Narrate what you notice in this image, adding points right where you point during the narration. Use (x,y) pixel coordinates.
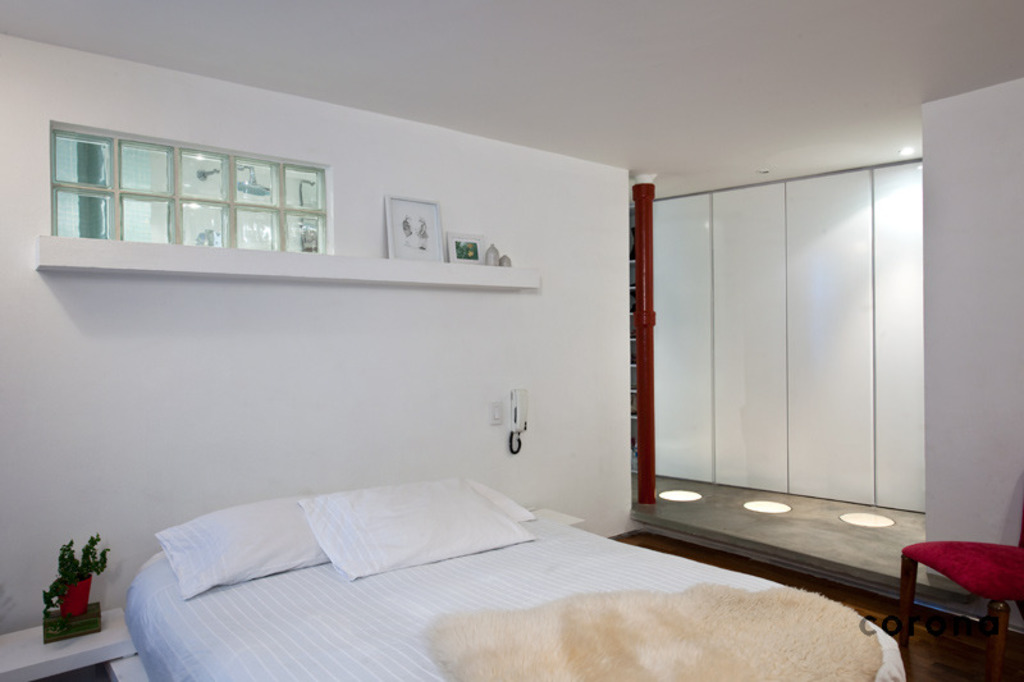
We can see pillows (447,551) and cloth (533,622) on the bed (237,608), beside this bed (237,608) we can see plant (66,568) and box (62,622) on the table (59,650) and we can see chair (971,547). We can see frames (423,258) and objects (507,254) on shelf (509,270) and wall (448,369).
